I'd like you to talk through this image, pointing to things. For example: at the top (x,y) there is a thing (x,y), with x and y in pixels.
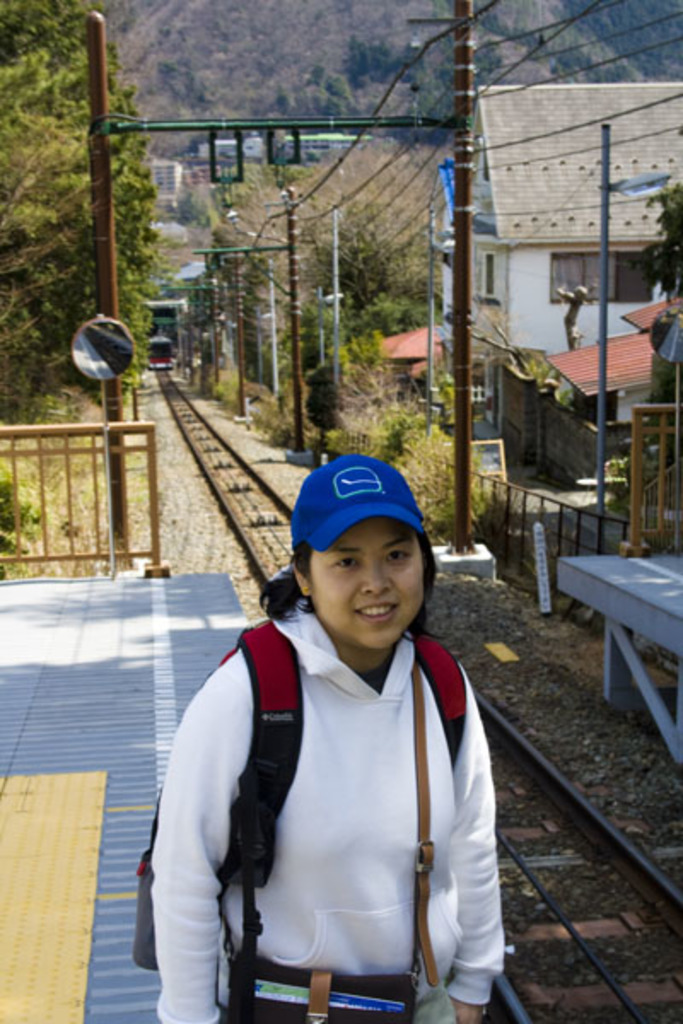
In the center of the image (367,593), we can see a lady (351,822) wearing bag (280,740) and a cap (304,515). In the background (219,246), there are trees (506,344), buildings (543,329), houses (533,292), plants (316,368), poles (273,298) along with wires (301,198) and we can see a train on the track (260,525).
